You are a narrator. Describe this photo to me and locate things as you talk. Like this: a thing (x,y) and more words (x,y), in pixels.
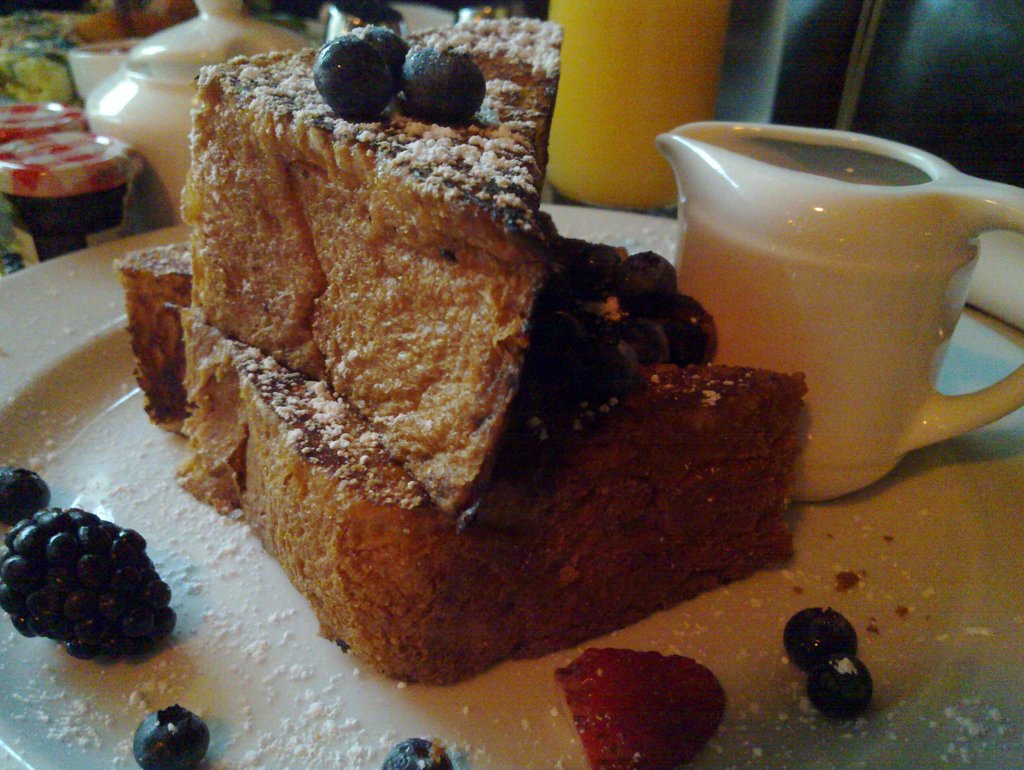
In this picture, we can see a white plate (236,592) and on the plate (194,531) there is a cup (830,324) and some food items (448,444). In back of the plate (67,296) there are some objects (137,90).
